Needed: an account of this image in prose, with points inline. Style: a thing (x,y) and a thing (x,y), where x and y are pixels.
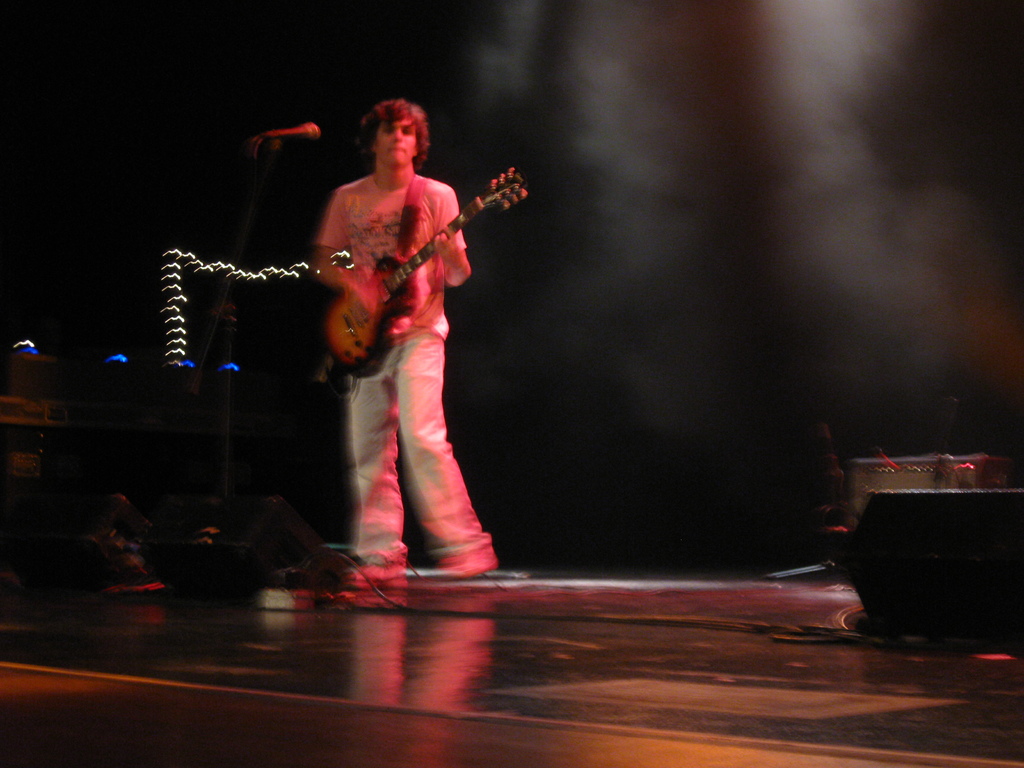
In this image there is one person (406,400) who is standing on a stage (422,572) and he is holding a guitar (475,213) in front of him there is one mike (227,480) in front of him there is sound system (239,532).
